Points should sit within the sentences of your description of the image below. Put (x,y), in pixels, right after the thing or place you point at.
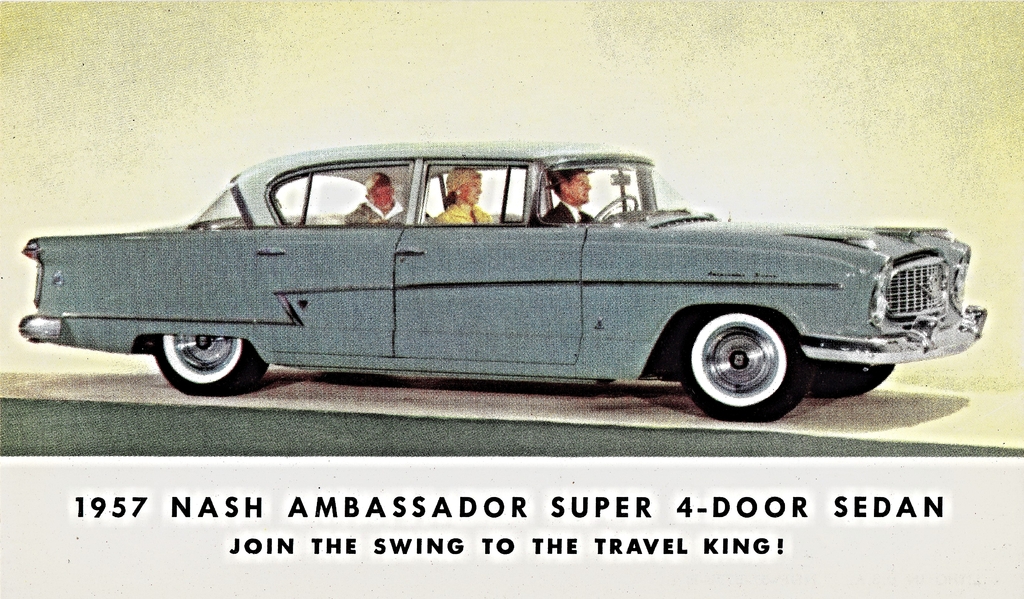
In this image we can see some text (419,516) and an image (484,320) of a car (433,248) with few people (566,217) sitting in the car (810,382).
